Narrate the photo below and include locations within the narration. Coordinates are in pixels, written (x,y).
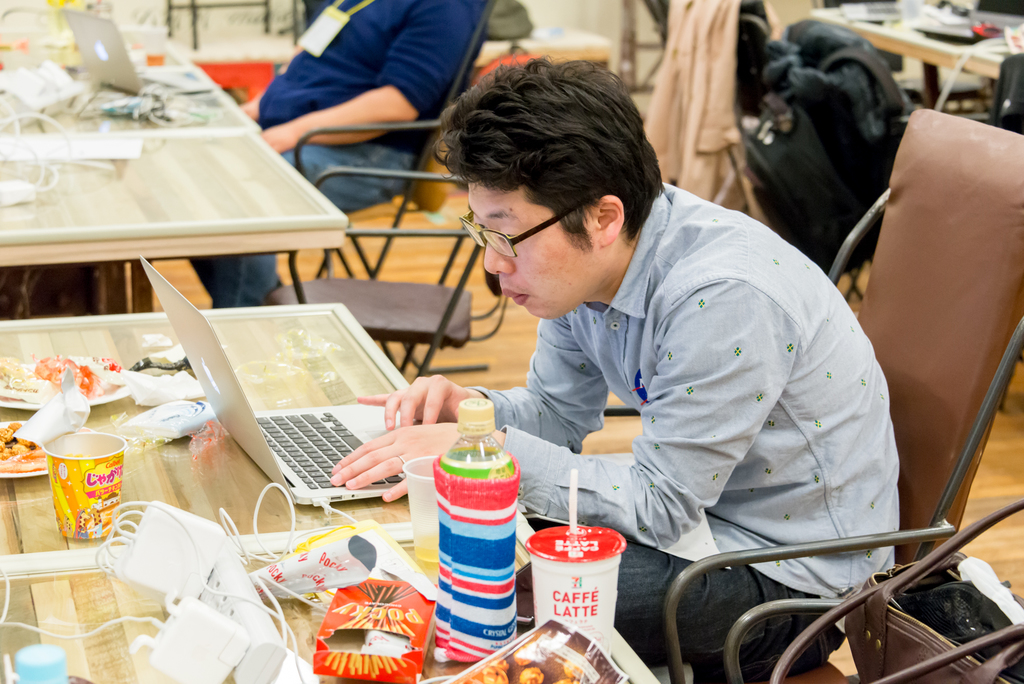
In this image I can see two persons (412,80) sitting in-front of the table (300,508). On the table (246,477) there is a laptop (326,489), cups (80,534), plates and the bottles (439,560).
